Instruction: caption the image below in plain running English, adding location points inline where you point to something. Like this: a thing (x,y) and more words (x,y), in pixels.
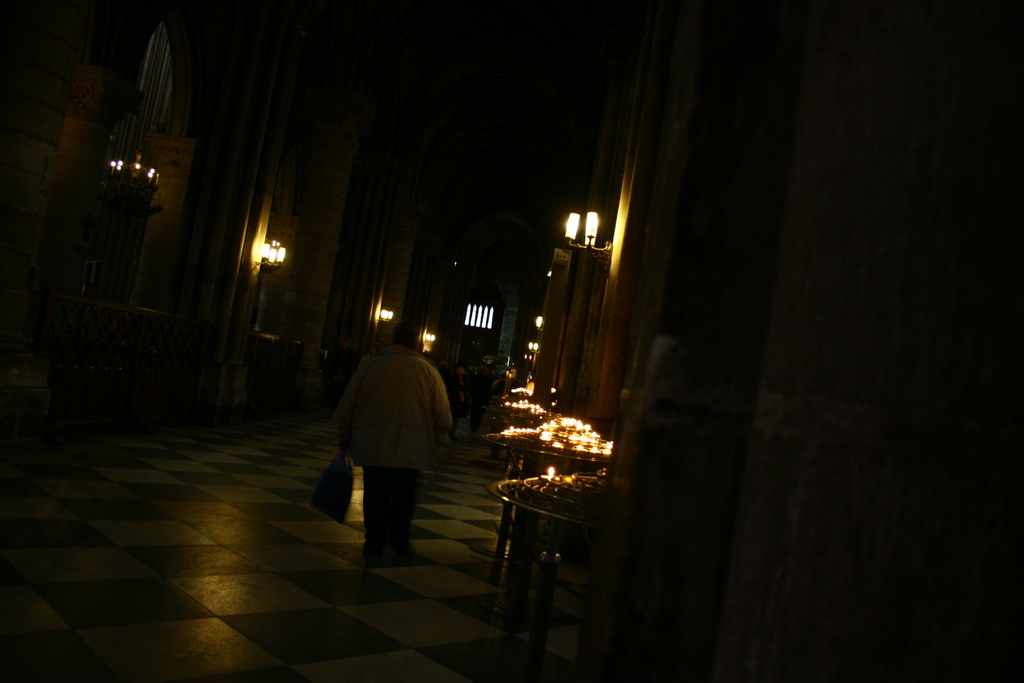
In this image in the center (430,375) there is one person (409,409) who is holding a bag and walking. And on the right side (685,277) there are some tables (546,509), on the tables (543,484) there are some lights (531,391) and some objects (525,409) and there is a wall (685,264), lamps (600,240). In the background (487,322) there is a window (483,322), at the bottom (199,585) there is floor (331,584).
